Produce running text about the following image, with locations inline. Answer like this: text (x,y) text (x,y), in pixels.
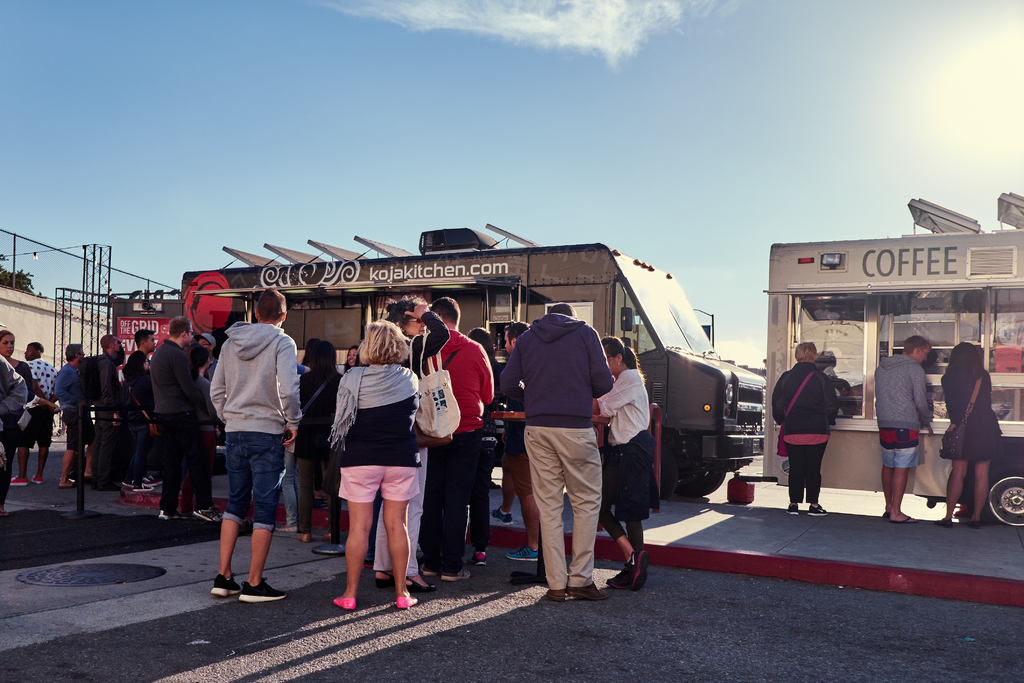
In this picture I can see a group of people (464,418) are standing. In the background (660,365) I can see food trucks (691,354), a fence (49,285) and some other objects (93,293) on the ground (767,521). In the background (522,136) I can see the sky (487,140).
